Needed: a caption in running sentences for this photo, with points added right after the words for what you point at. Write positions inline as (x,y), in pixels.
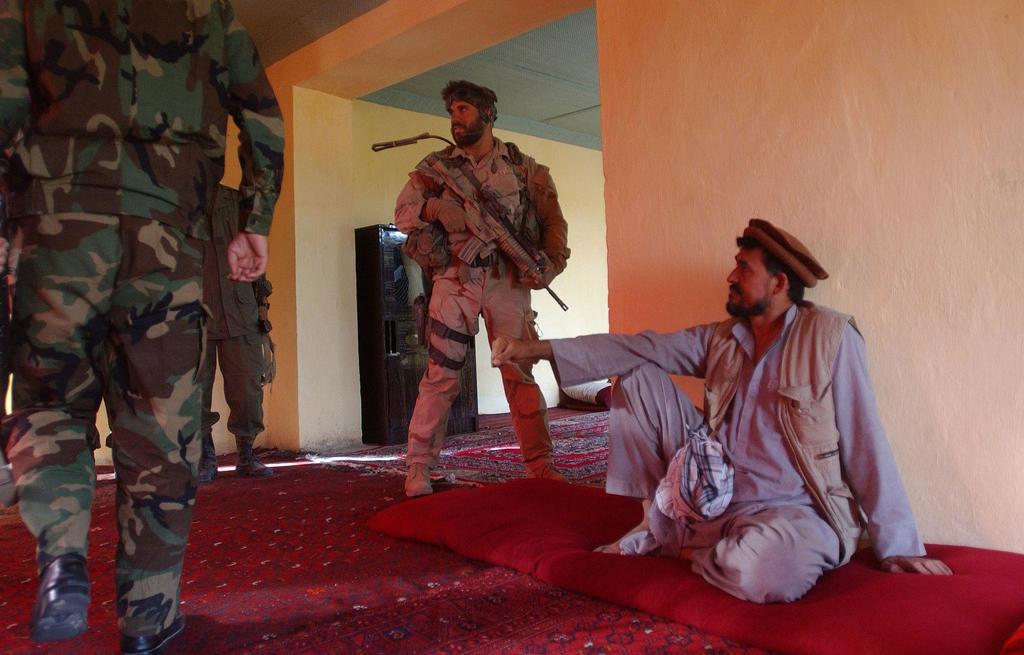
Here in this picture we can see a person (701,347) sitting on the floor (596,473), as we can see carpets (280,473) present on the floor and he is wearing a cap (786,257) on him and in front him we can see a group of military men (266,283) standing and in the middle (457,249) we can see a person (464,279) holding a gun (485,234) in his hand (459,232) and behind him we can see a cup board (415,276) present and we can also see a bed (573,404) present in the far.
